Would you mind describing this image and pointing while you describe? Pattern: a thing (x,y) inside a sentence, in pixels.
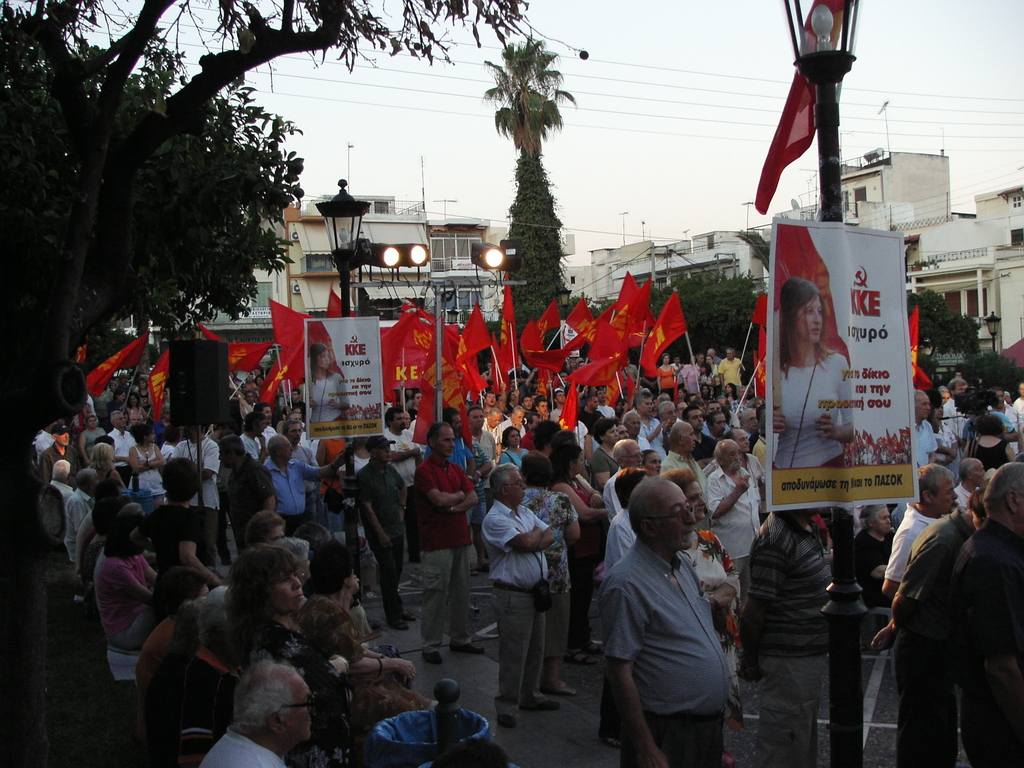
In this image there are group people (680,541) standing, and some of them are holding flags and some of them are holding some placards (888,383). And there are some poles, and on the poles (836,521) there are some boards (885,380), lights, trees (530,225), buildings (418,274), wires (968,98). At the top (683,40) there is sky (945,65), and at the bottom (873,684) there is walkway (890,685).
